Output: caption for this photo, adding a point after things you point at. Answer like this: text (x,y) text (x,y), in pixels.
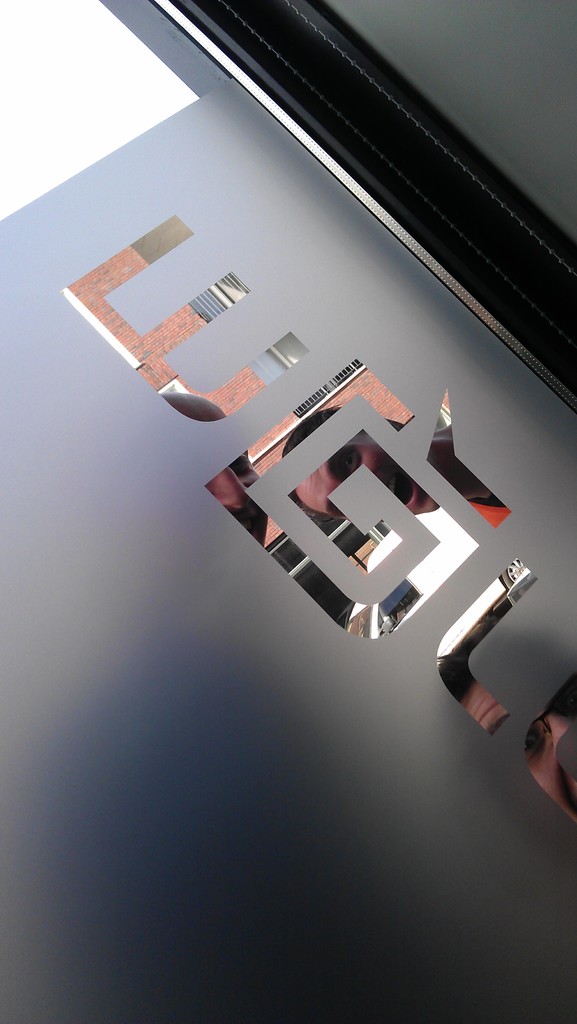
In this picture I can see the grey color thing (288,519) in front (16,557) and on it I can see few designs (263,358) and through the glass (300,420) I can see 3 persons (551,763).
